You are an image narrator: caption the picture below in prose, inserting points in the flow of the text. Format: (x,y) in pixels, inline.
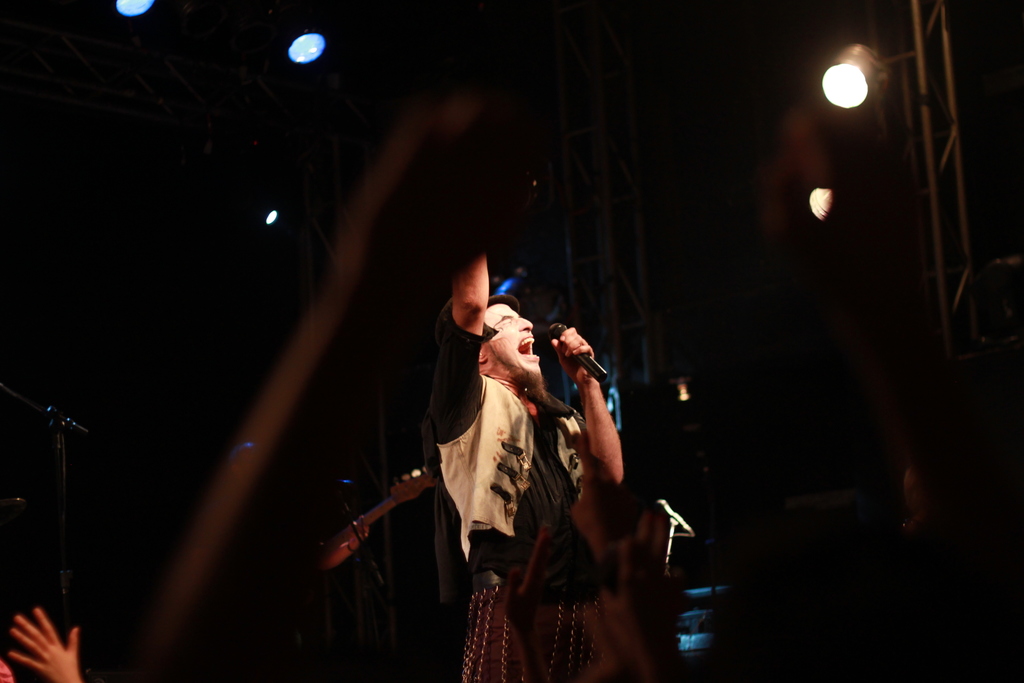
In this image we can see a person (588,390), microphone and other objects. In the background of the image (608,139) there are lights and other objects (599,206). On the left side of the image (59,465) there is a stand (57,408) and a person's hand (58,648). At the bottom of the image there are some persons hands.
